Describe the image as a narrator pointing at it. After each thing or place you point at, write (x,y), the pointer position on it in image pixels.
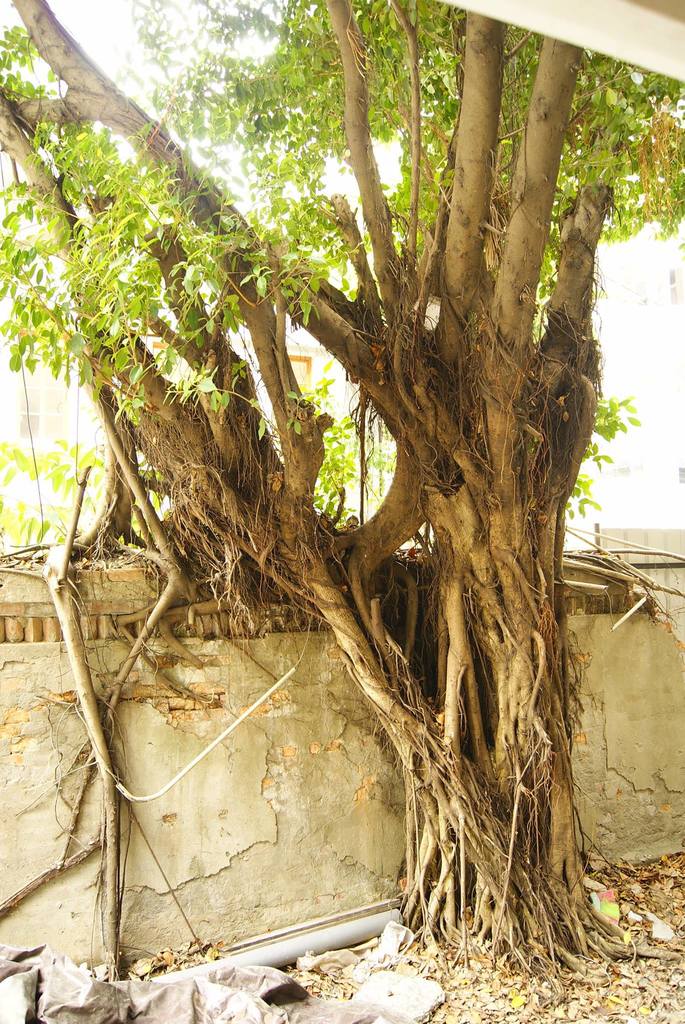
In this picture we can see a wall (254,652) and trees (434,653), here we can see dried leaves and some objects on the ground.
